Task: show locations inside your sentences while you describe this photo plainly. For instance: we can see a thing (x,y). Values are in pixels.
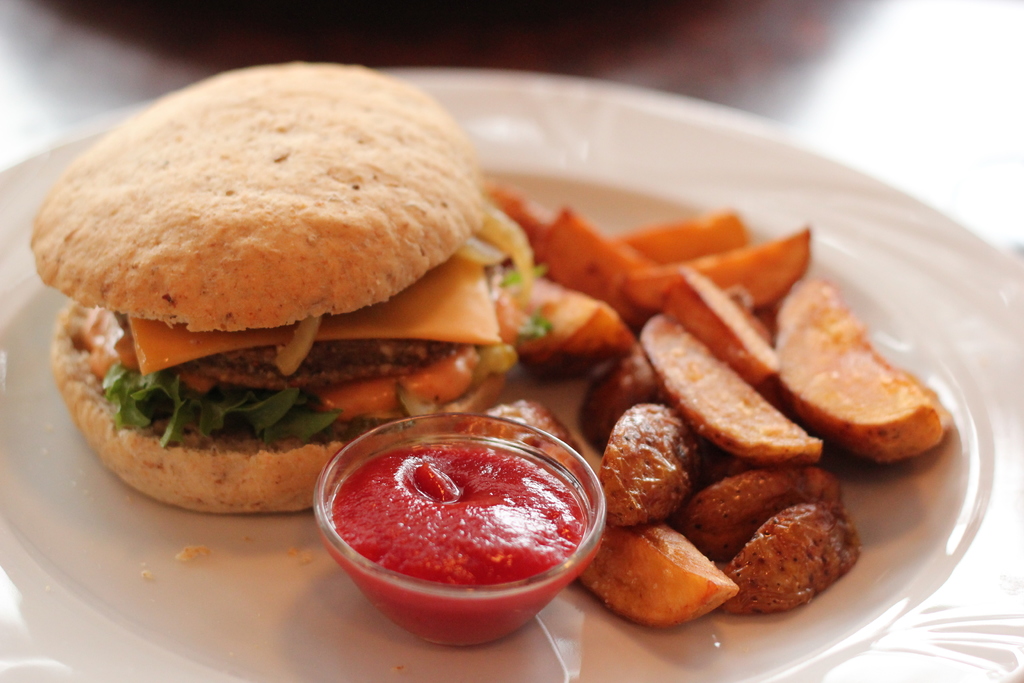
In the picture there is a table (937,195), on the table (1009,187) there is a plate (964,335) with the food item (328,367) present, on the plate (555,617) there is a bowl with the food item (437,523) present.
